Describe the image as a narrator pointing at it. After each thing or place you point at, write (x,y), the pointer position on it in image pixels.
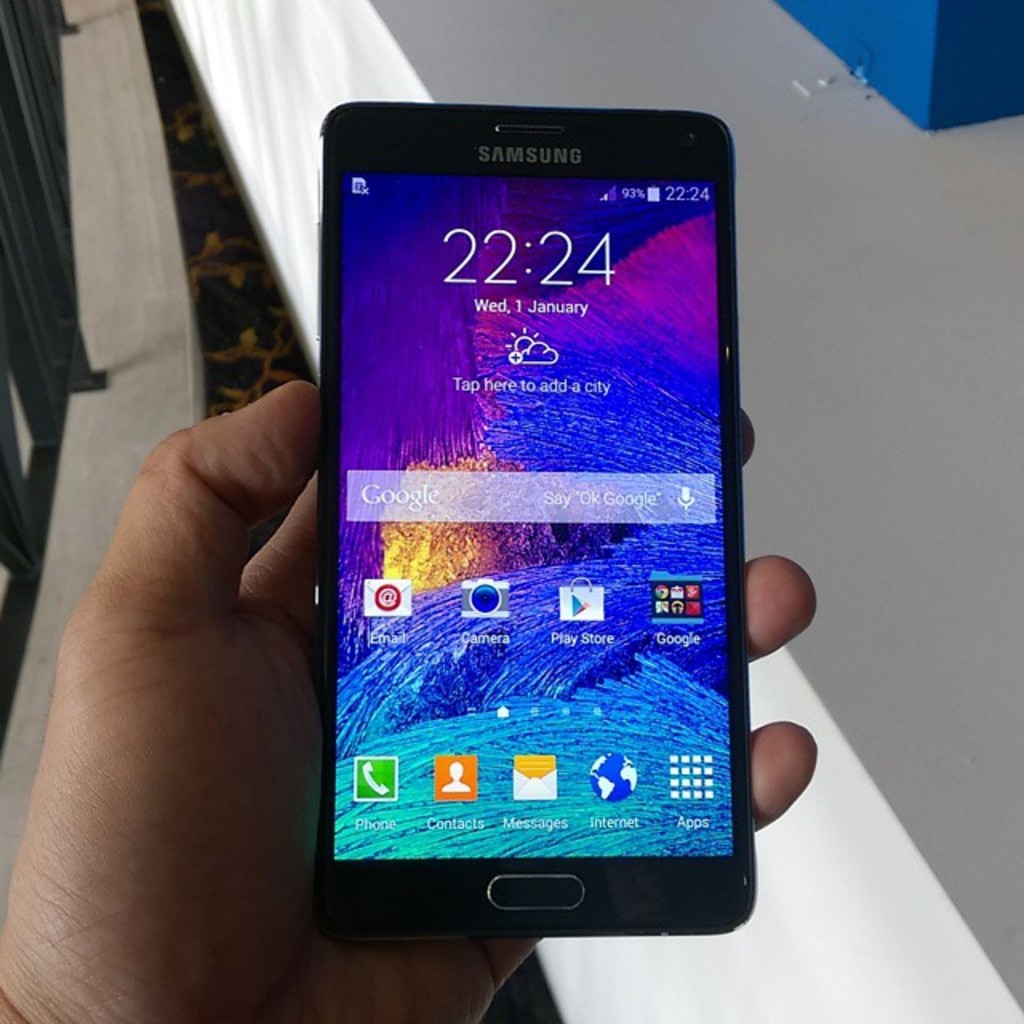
This picture contains the hand (30,940) of a human (293,497) holding SAMSUNG phone (447,435). It is displaying icons (536,770), date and time (467,257). Beside that, we see a white table (806,176) on which blue box (957,117) is placed. This picture might be clicked inside the room (131,222).
